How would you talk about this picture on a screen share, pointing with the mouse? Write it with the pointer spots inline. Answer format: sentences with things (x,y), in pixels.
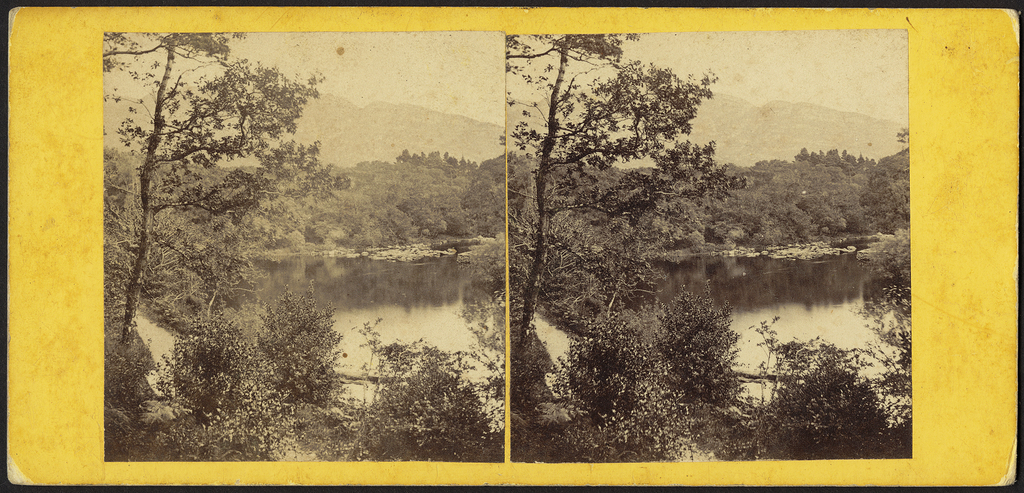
This is an edited image. There are two pics (302,262) posted on some paper (71,66). In that there is water (342,299) in the middle (387,291). There are trees (117,201) in the middle (620,230). There is sky (522,83) at the top (437,72).
